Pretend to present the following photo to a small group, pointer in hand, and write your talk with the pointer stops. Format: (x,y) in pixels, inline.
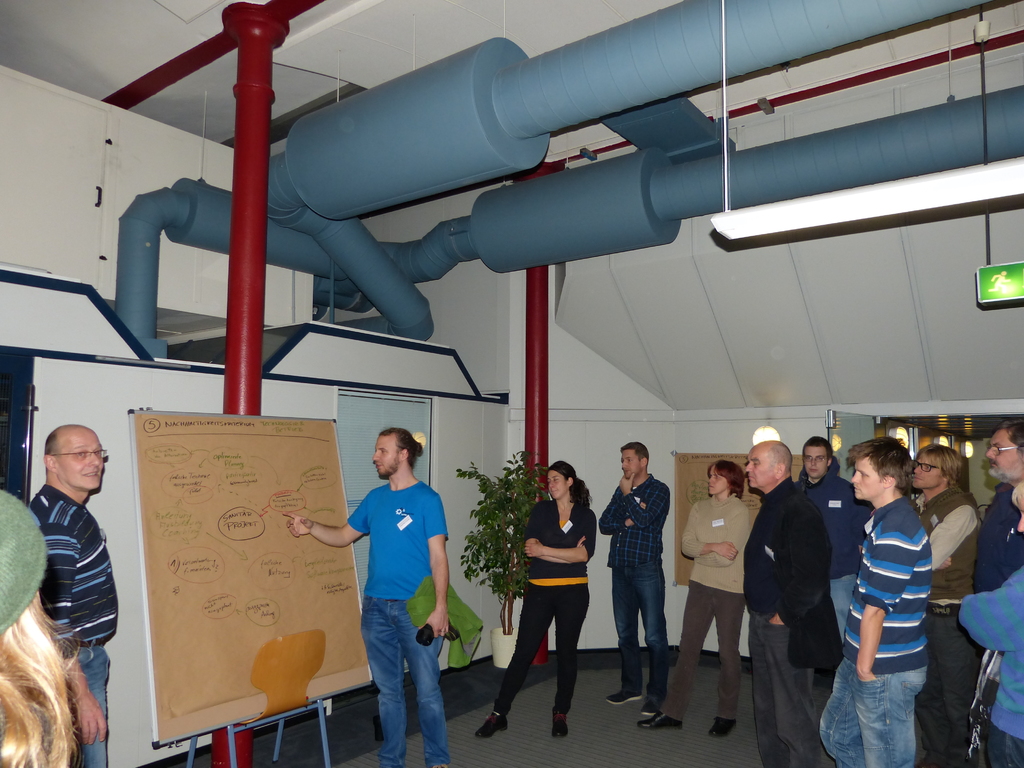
In this picture we can see a group of people (957,690) standing on the floor (300,764) and on the path (198,759) there is a stand (231,757) with a board (217,546). Behind the people (535,517) there is a house plant (507,541), wall (748,309), sign board (989,291) and some items (359,260).
